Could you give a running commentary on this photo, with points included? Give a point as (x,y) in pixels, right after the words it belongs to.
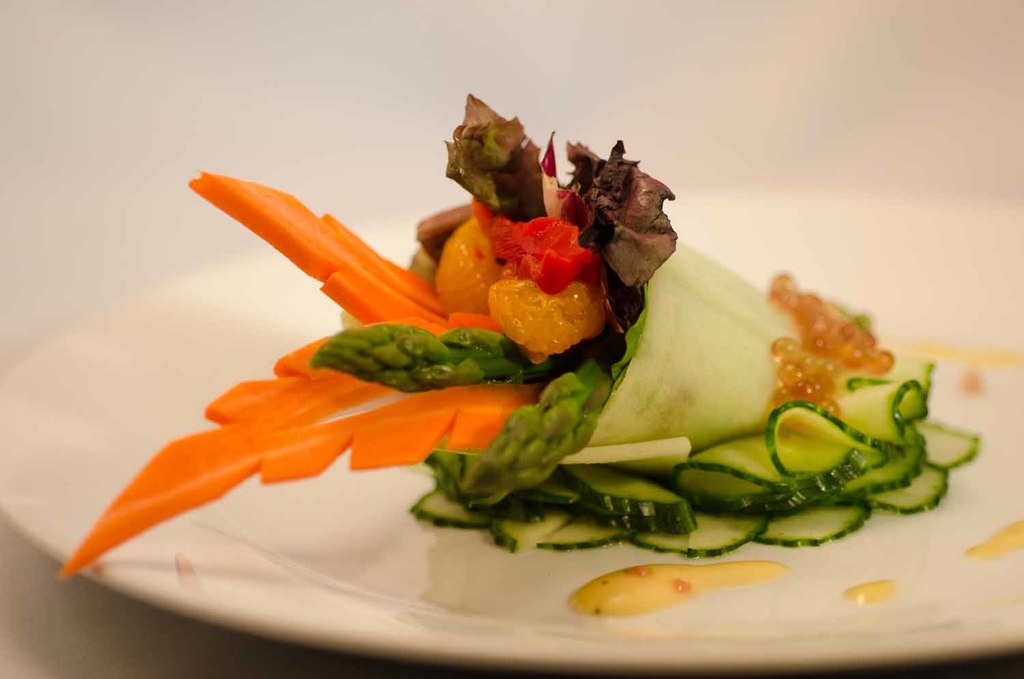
In this image, I can see a food item (684,433) in a plate (911,613). There is a white background (457,70).
